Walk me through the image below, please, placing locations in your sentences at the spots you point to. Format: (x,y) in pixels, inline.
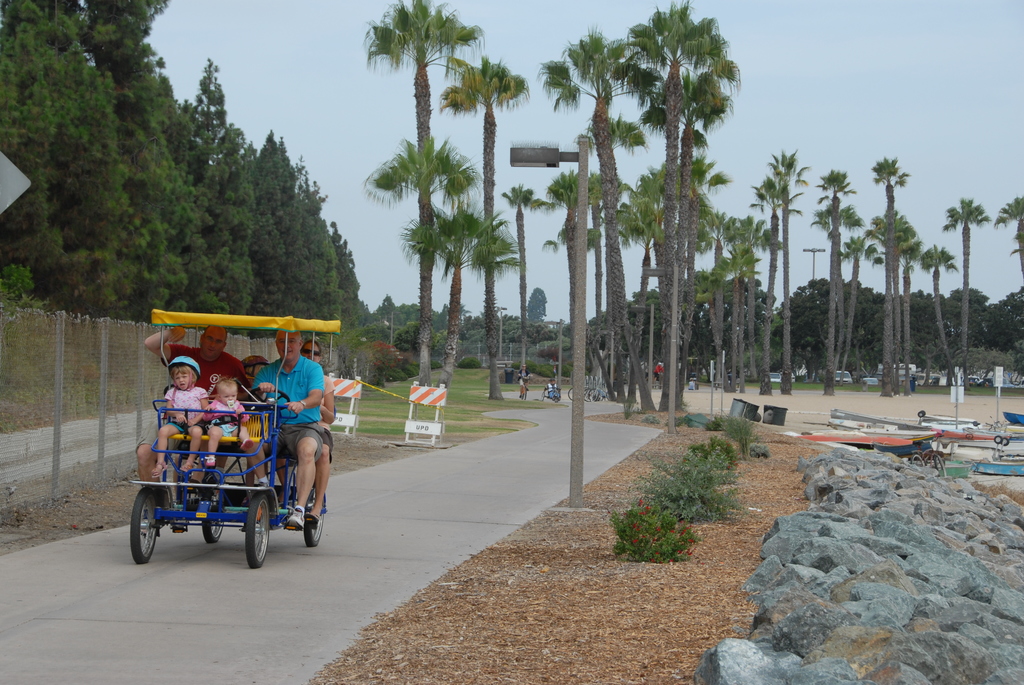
In this picture there is a man (308,391) who is wearing t-shirt (307,383), short (289,450) and shoe (299,508). He is riding a vehicle (277,433), beside him there is another man (223,356) who is wearing red t-shirt (216,374) and trouser (154,444). At back there is a woman (318,361) who is sitting on the seat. In front of them there are two girls (195,389) were sitting on the yellow seat (178,436). On the right (838,426) I can see many boats (922,428) on the beach (988,417). In the back (522,361) I can see some peoples (661,378) were standing near to the trees (613,395) and bicycle (595,397). On the right (900,377) background (983,384) I can see many cars (919,381), bus (932,385) and other vehicles (934,384) were parked near to the trees (860,339). On the left (17,323) there is fencing (17,351). At the top (952,103) there is a sky (203,40).
